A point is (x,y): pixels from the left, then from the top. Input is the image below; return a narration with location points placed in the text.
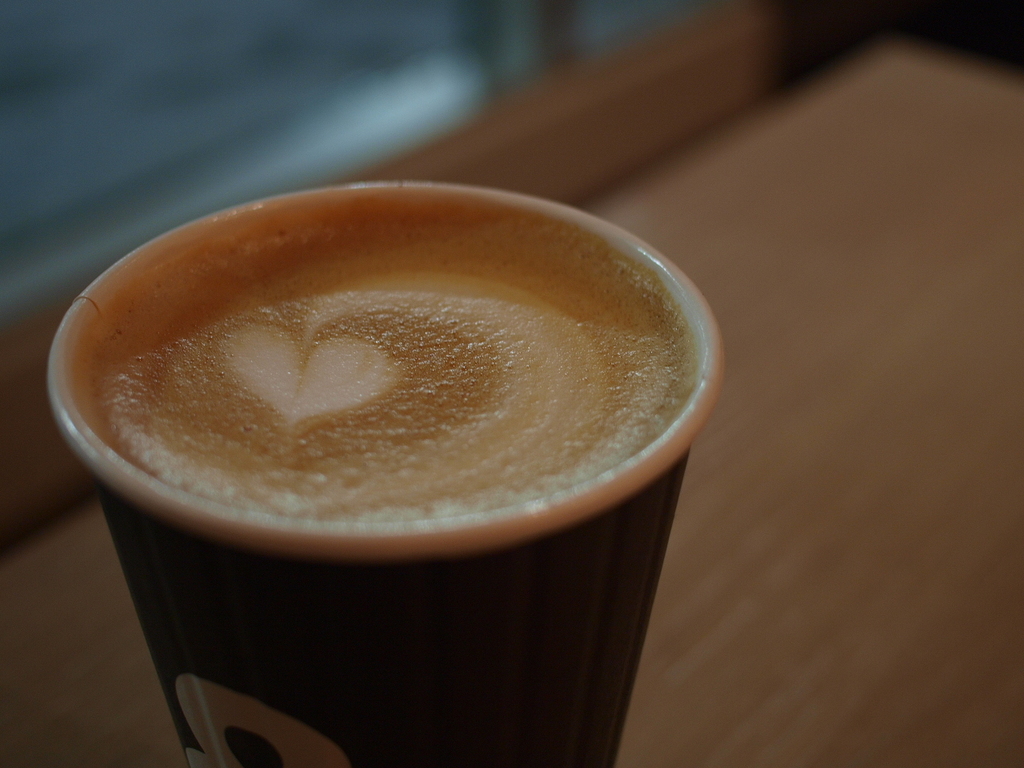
In this picture we can see a table (763,635), there is a cup of coffee (493,620) present on the table (746,636), we can see a blurry background (196,77).
